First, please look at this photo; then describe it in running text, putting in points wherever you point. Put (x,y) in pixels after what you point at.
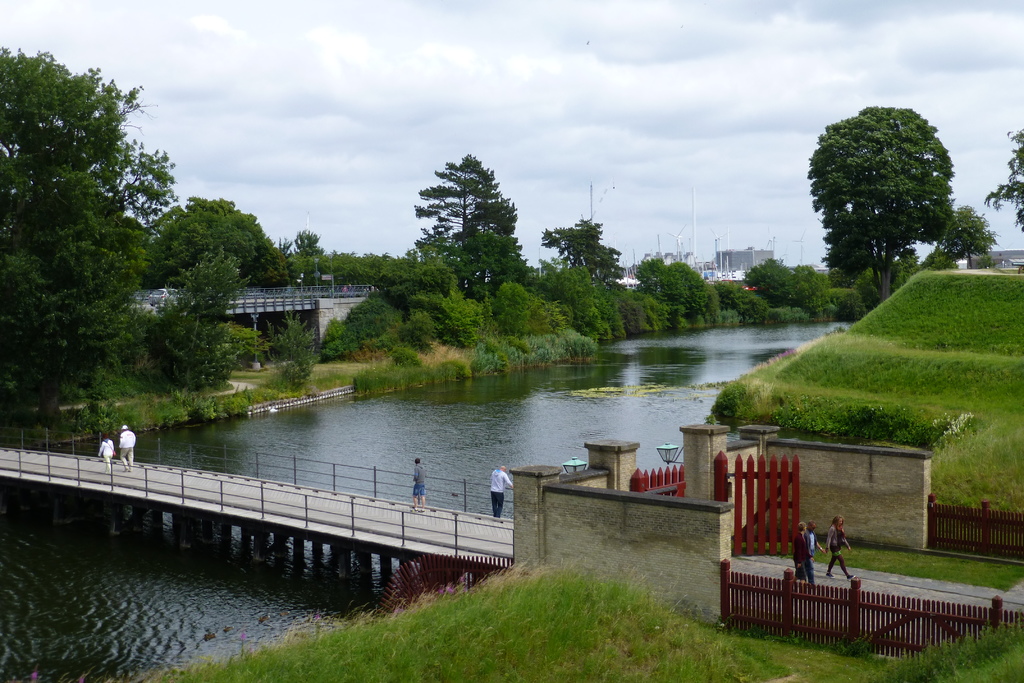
In this picture we can see there are some people (826,551) walking and some people (415,488) are standing on the bridge (325,502). On the right side of the bridge (330,496) there are walls (626,492), a gate (753,506) and the fence (898,603). Behind the fence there is the water (380,466), plants (420,297), trees (583,253), poles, buildings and the sky (511,107).
